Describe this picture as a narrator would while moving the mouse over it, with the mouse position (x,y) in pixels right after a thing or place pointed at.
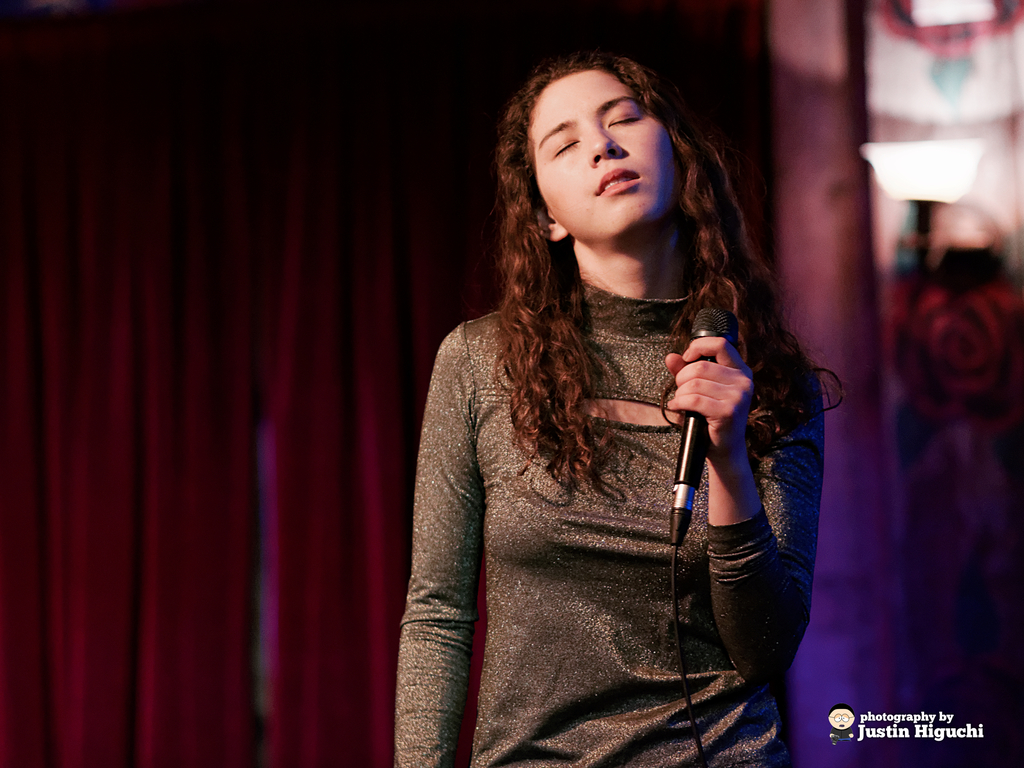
In the photo, a woman (742,627) is holding a mike (678,541) and singing the song, she is closing her eyes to her right side there is a wall (863,95) and a light (946,169) to the wall (959,64), in the background (217,454) there is a curtain (200,473).
